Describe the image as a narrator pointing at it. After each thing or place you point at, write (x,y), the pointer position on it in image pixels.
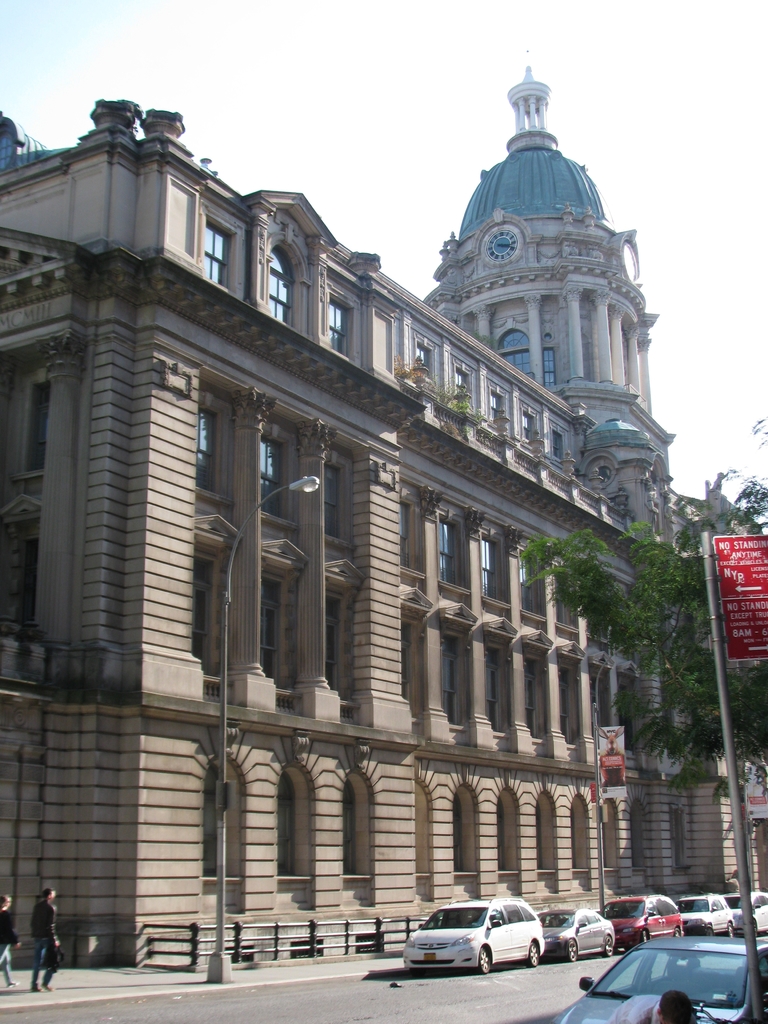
In this image I can see a building (244,698), in front of the building (312,740) I can see a road (350,995), on the road (356,992) I can see vehicles (556,937), signboard (717,542), persons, street light pole (246,520) and at the top (374,32) I can see the sky (562,10).
